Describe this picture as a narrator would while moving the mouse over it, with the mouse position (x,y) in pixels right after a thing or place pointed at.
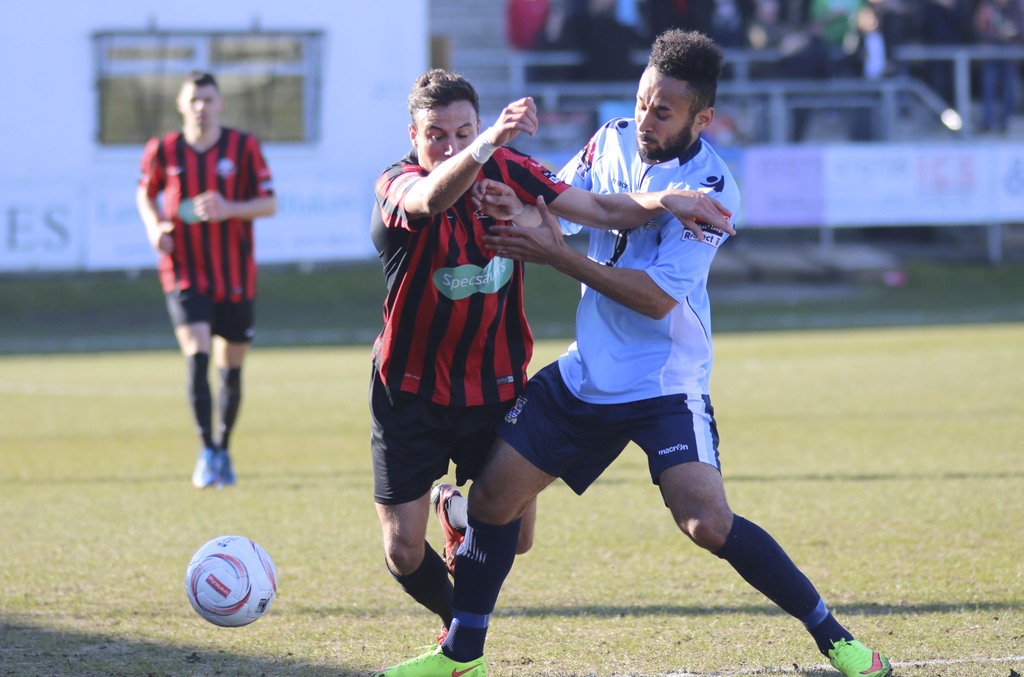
In this image there are three persons (663,363) standing and playing with a ball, and in the background (557,29) there are boards (1017,184), iron rods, group of people (981,18).
